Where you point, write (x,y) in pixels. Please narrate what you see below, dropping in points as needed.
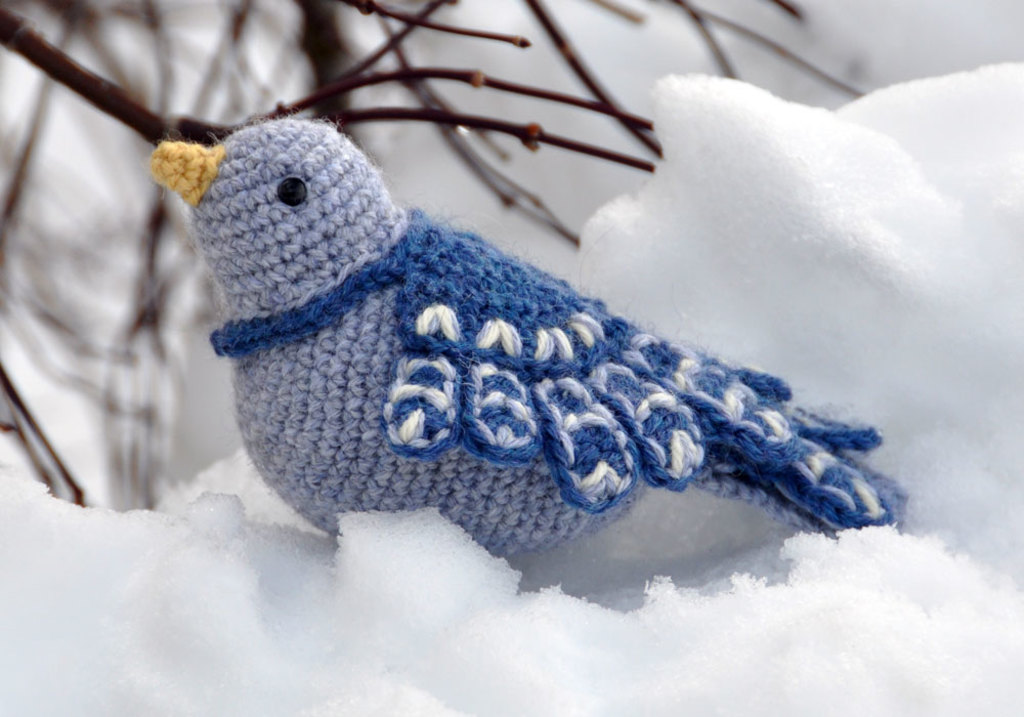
In this image we can see a toy bird (506,515) on the snow (386,518). Behind the toy (295,223) we can see twigs (324,68) of a plant (141,448).
